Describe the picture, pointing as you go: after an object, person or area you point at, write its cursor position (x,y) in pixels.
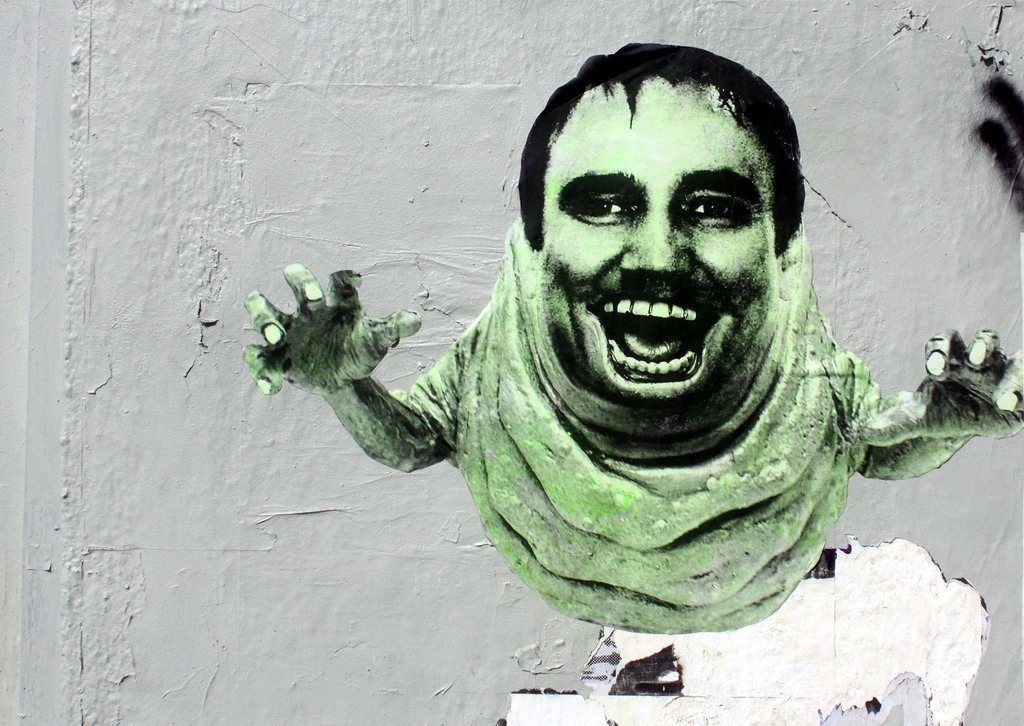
This is an edited image where we can see a wall (223,498) and a person (639,498).
